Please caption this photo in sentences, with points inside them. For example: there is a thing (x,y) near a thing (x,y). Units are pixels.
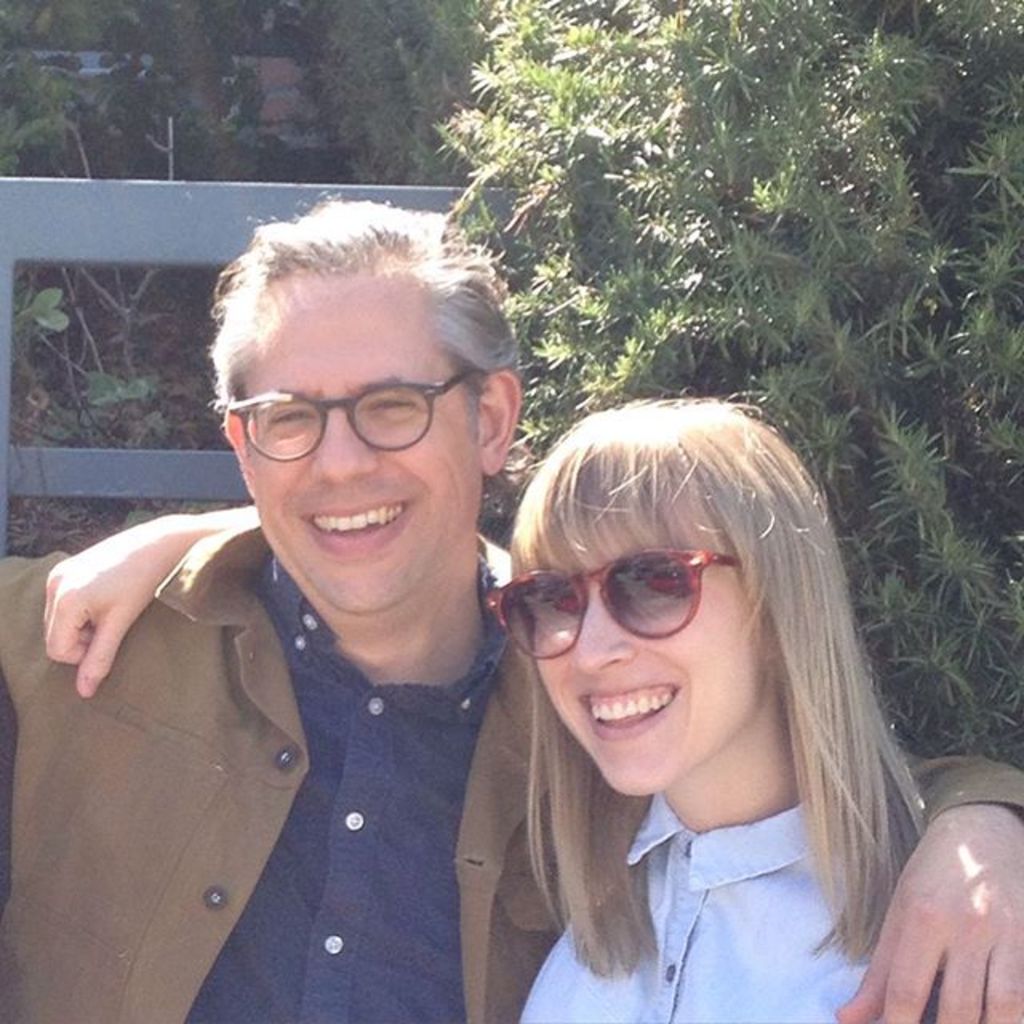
On the left side (335,754), there is a person (335,754) in a jacket (168,737), wearing a spectacle (447,390), smiling and placing a hand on the shoulder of a woman (752,907) who is in a light blue color shirt (752,933). This woman (629,928) is smiling and placing a hand (72,663) on the shoulder (82,705) of him. In the background (846,254), there are plants (891,226), a wall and a fence (72,237).
